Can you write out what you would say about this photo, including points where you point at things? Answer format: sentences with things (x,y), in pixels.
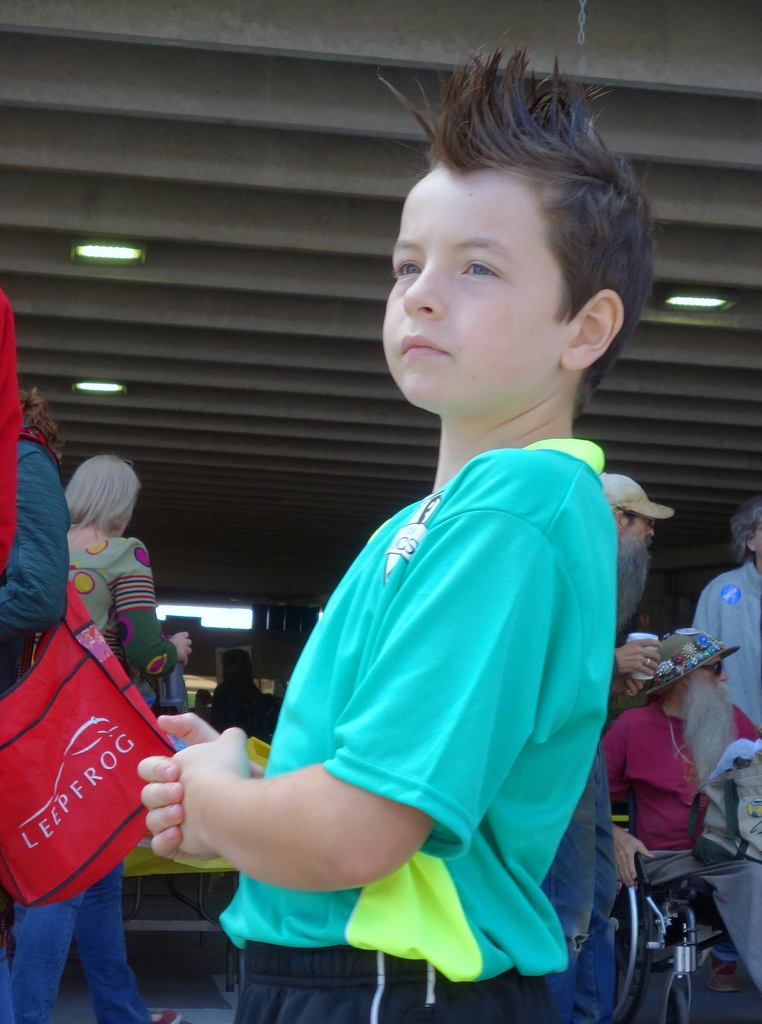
This image is taken indoors. At the top of the image (363,277) there is a ceiling (232,325) with a few lights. In the middle of the image (446,629) a boy (413,826) is standing. In the background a few people (229,664) are walking. On the right side of the image (687,770) a man (676,809) is sitting on the wheelchair (666,893) and two persons (717,591) are standing. On the left side of the image (55,515) two women (33,537) are walking.
